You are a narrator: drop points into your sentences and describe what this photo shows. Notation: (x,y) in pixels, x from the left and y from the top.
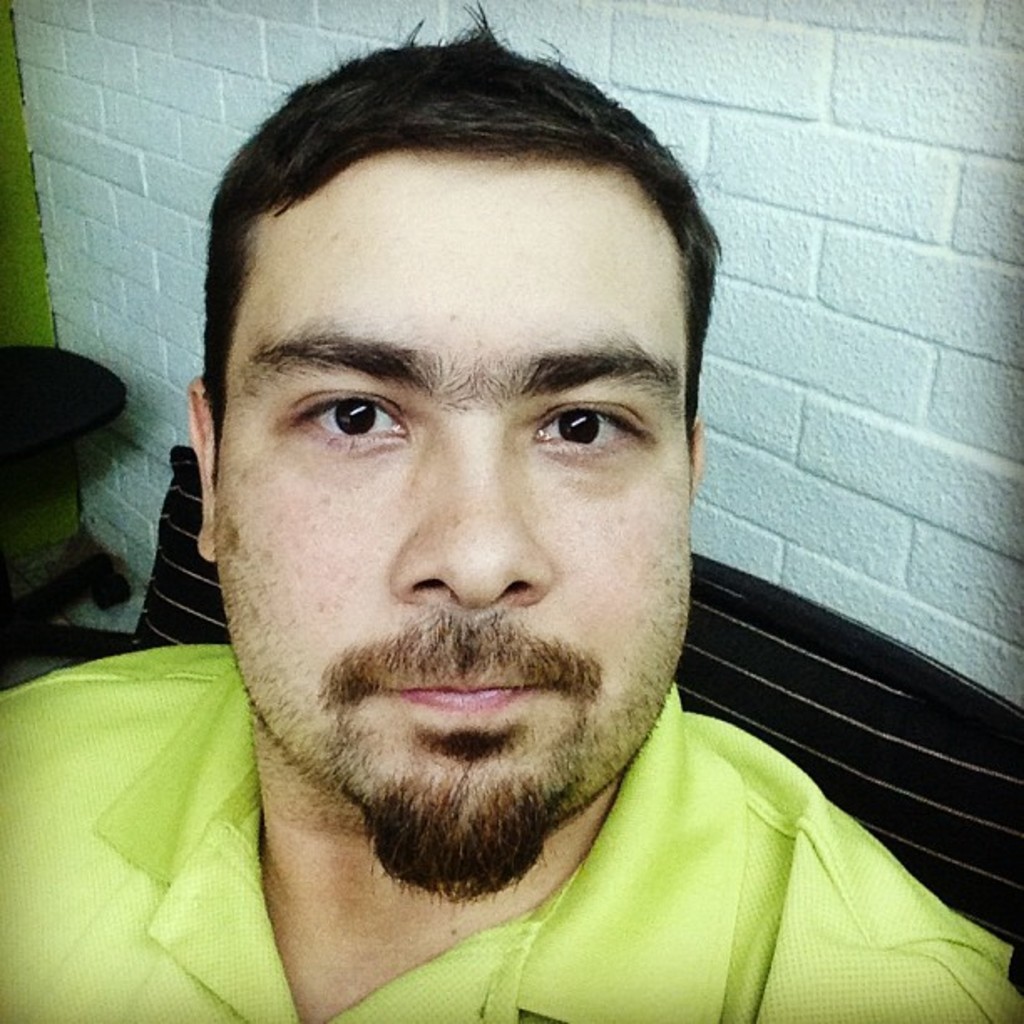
In the picture we can see a man (238,561) sitting and wearing a green shirt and in the background (941,754), we can see a chair (975,744) which is black in color and a wall (916,193) which is white in color.
